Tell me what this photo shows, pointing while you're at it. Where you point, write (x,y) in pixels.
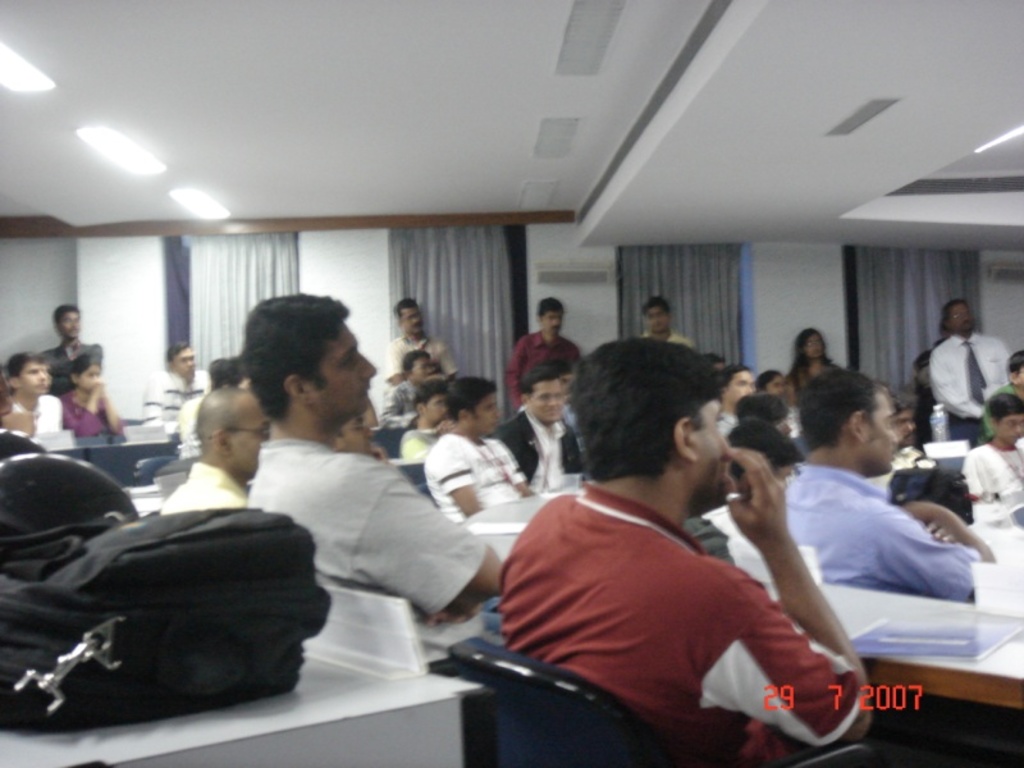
In this image we can see persons (602,564) sitting on the chairs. In the background (959,316) we can see persons (981,353), curtains (201,307), windows (171,287) and wall (93,241).
